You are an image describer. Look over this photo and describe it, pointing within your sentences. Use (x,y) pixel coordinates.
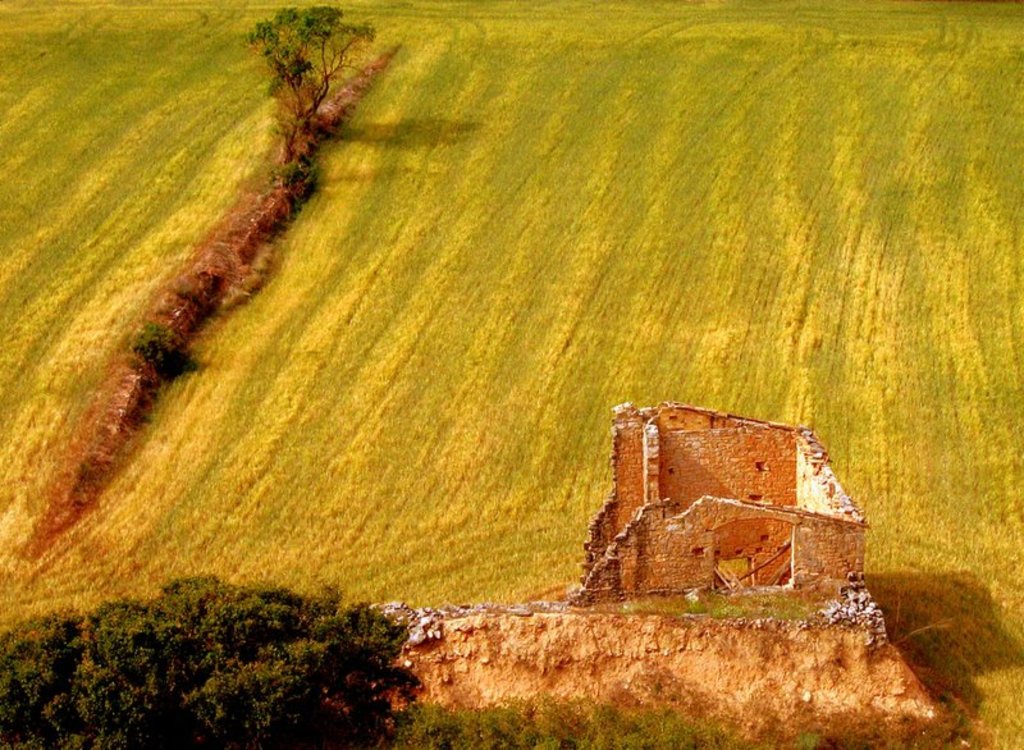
In this picture there is a broken wall (658,410) at the bottom side of the image (675,514) and there is greenery (71,324) around the area of the image.
